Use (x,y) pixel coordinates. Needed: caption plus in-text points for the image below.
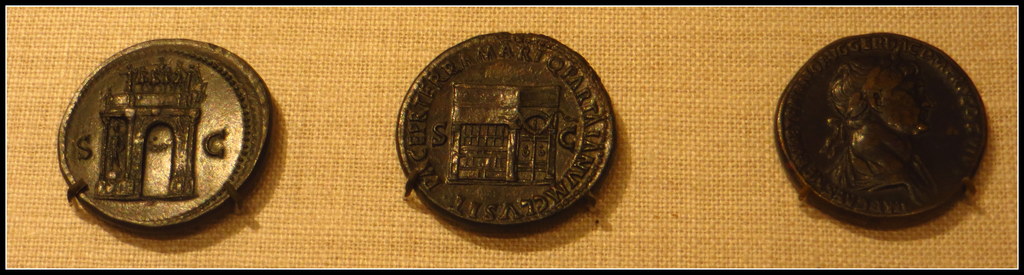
In this image I can see three coins (537,133) which are black and brown in color. I can see the brown colored background (640,183).
